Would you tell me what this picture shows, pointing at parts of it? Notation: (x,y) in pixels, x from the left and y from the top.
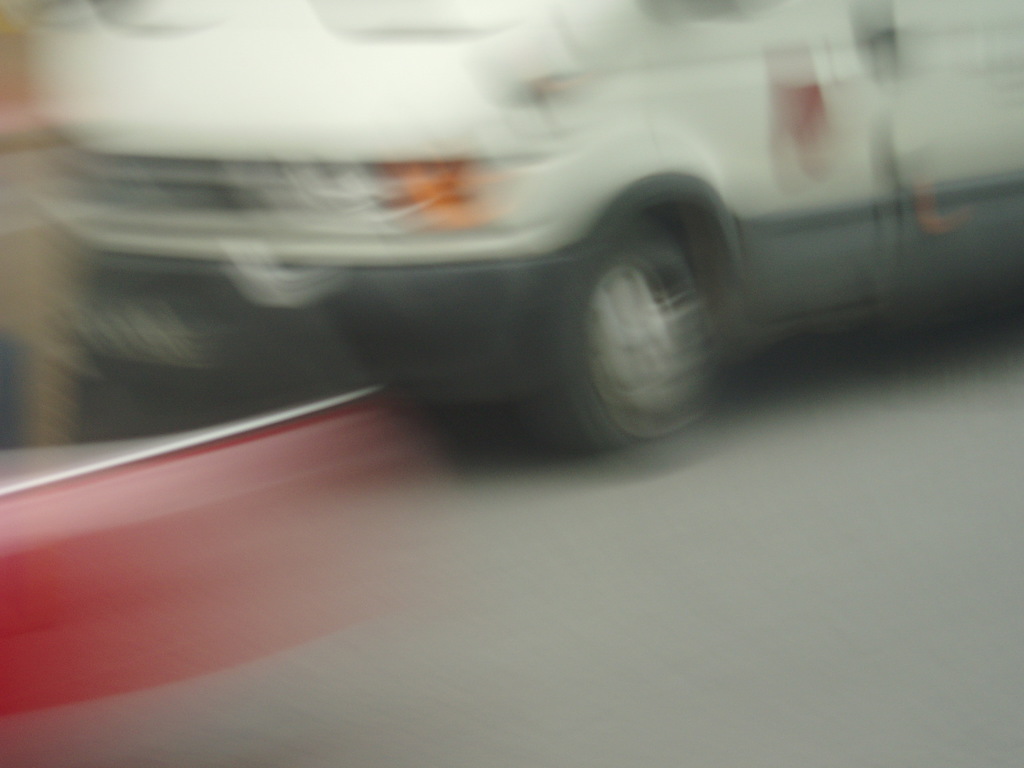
It is a blur image, there is a vehicle (521,194) passing by.
